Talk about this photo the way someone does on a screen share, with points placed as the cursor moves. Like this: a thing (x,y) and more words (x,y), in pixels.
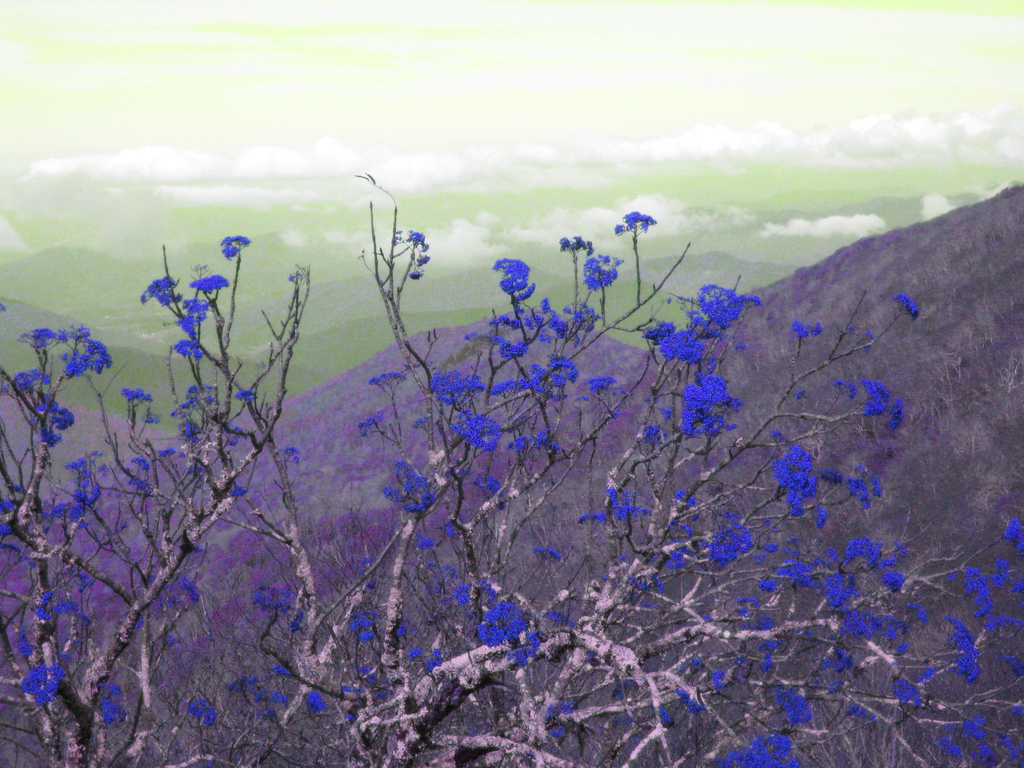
In the image there are blue flowers (694,434) to a tree (533,720) and behind there are mountains (319,480) and above its sky (504,186) with clouds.
